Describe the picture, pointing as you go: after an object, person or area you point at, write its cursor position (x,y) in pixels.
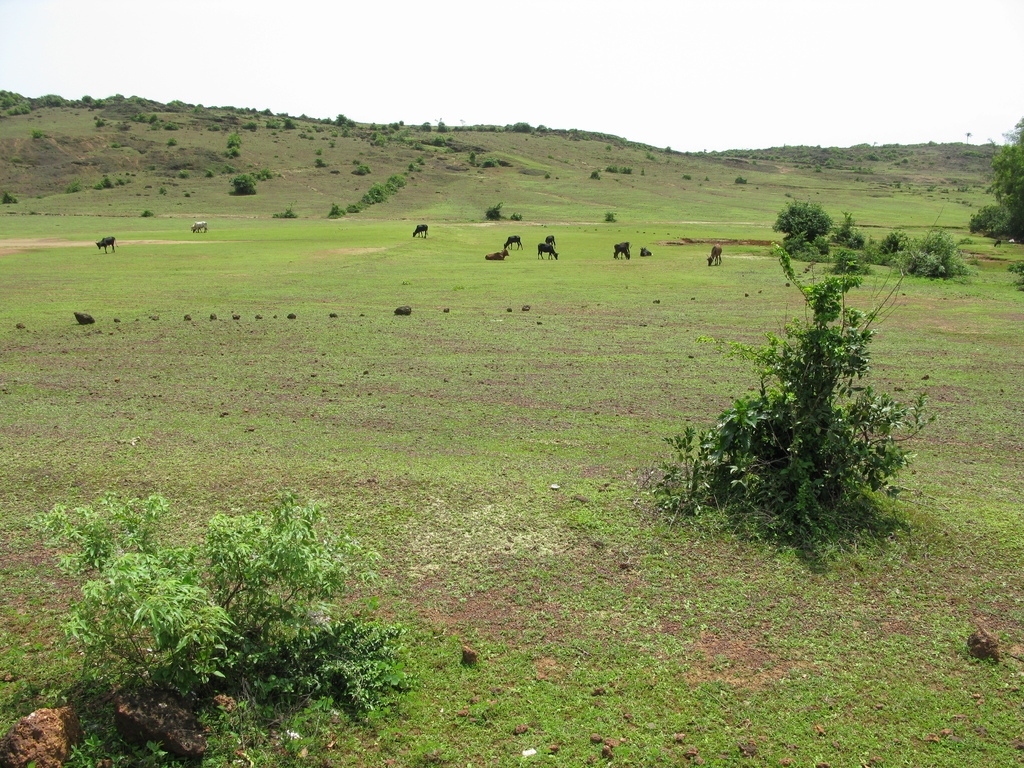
In the foreground of this image (907,633), there is grass (530,648) and few plants (830,497). In the background (716,236), there are animals (628,247) on the ground (430,262), few plants (907,248), trees (991,193), shrubs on the slope ground (551,182) and the sky (348,53).
